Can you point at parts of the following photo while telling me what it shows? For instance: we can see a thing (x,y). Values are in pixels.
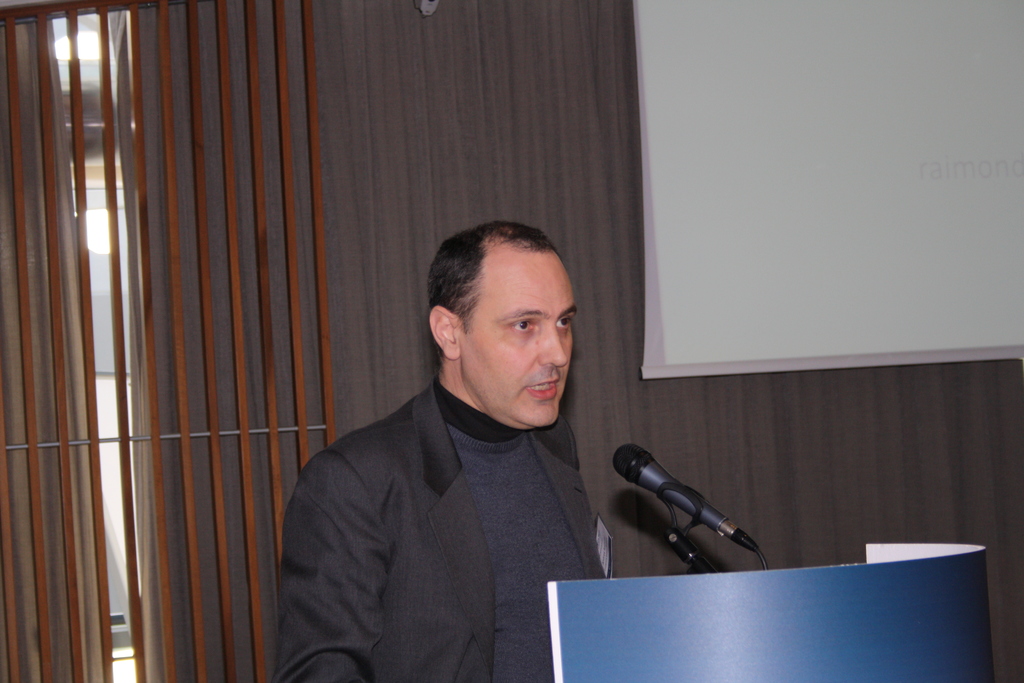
There is a man (560,463) talking on the mike (685,496) and this is a podium (883,627). In the background (797,183) we can see a curtain (584,141), lights (95,50), and a screen (729,253).
